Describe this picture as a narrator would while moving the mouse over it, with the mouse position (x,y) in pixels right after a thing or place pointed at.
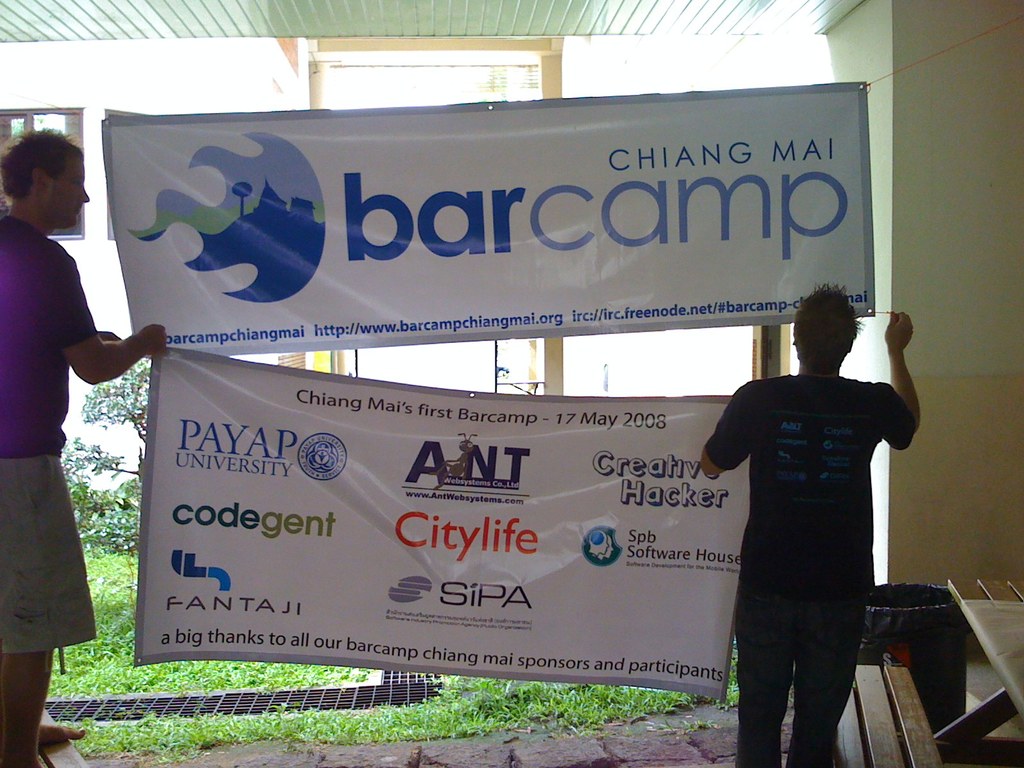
In this picture we can see two person (904,387) standing and holding a banner (311,306) on the right side of the picture (915,722) we can see a dustbin (934,653) and a table (987,635) and in the middle (470,511) we can see two banners (564,545), in the background (121,648) we can see some plants (126,511) and grass (136,672) in the bottom (170,681) we can also see a window (65,126) in the background (65,119).
